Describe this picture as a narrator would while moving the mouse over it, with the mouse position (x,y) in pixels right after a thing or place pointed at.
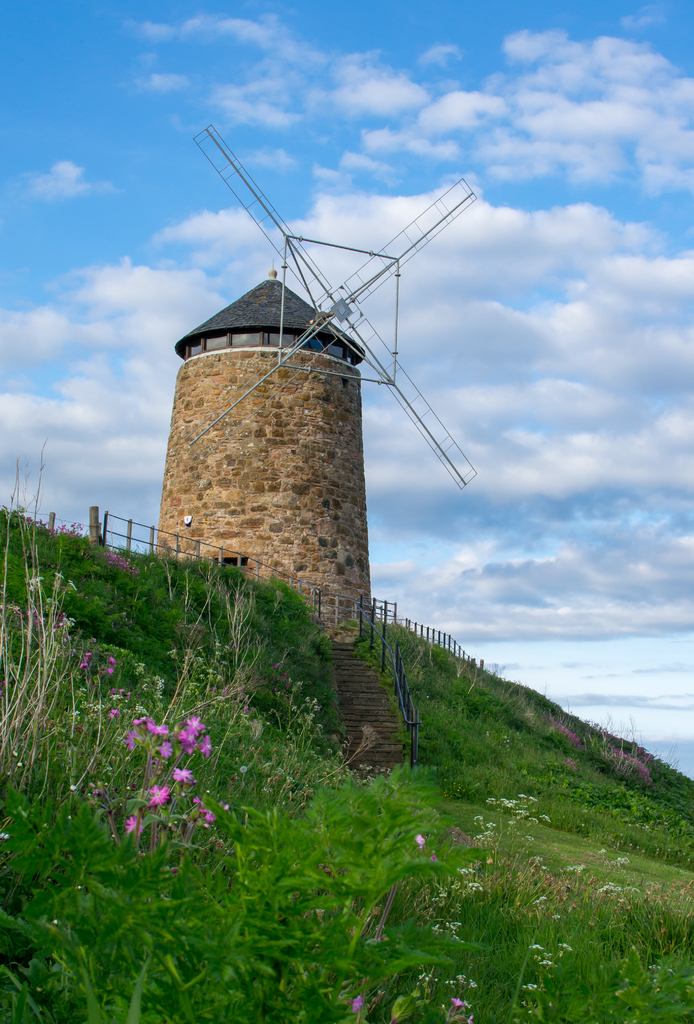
In this image I see the windmill (231,351) over here and I see the grass (254,701) and the plants (190,770) and I see few flowers (129,733) over here which are of white and pink in color and I see the fencing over here. In the background (90,40) I see the sky (585,332).
